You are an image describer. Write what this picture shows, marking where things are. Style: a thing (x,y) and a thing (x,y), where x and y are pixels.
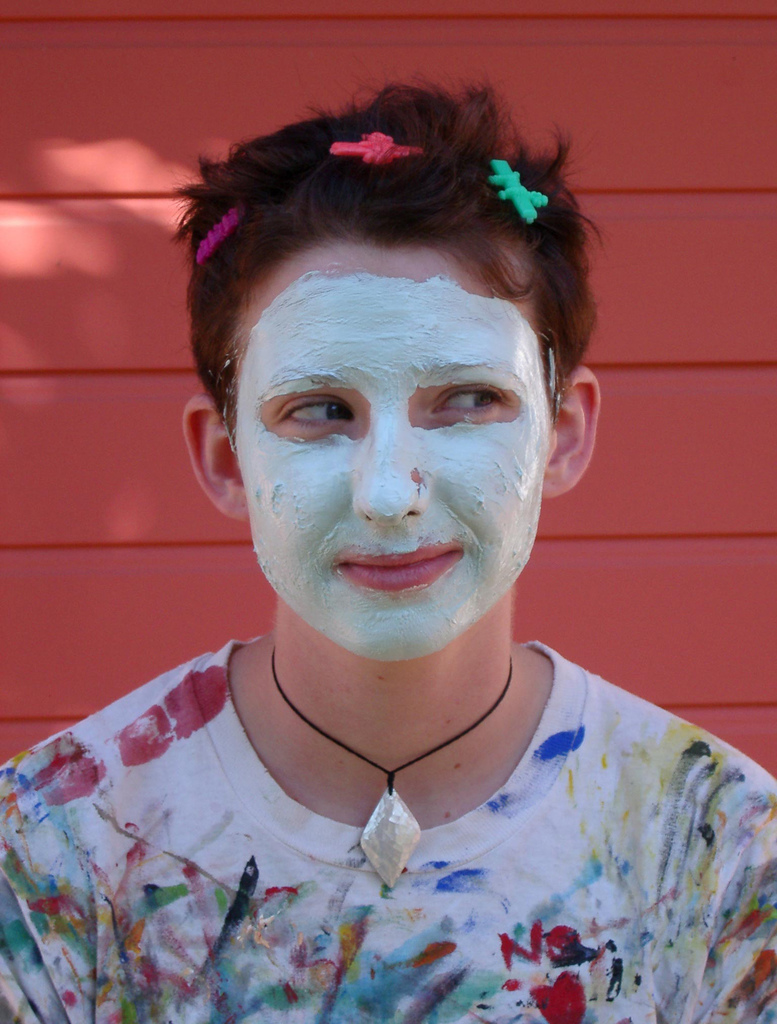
In this image we can see a person (386,403) wearing dress (259,916) and hair clips (223,228). In the background (597,663), we can see the wall (133,480).
